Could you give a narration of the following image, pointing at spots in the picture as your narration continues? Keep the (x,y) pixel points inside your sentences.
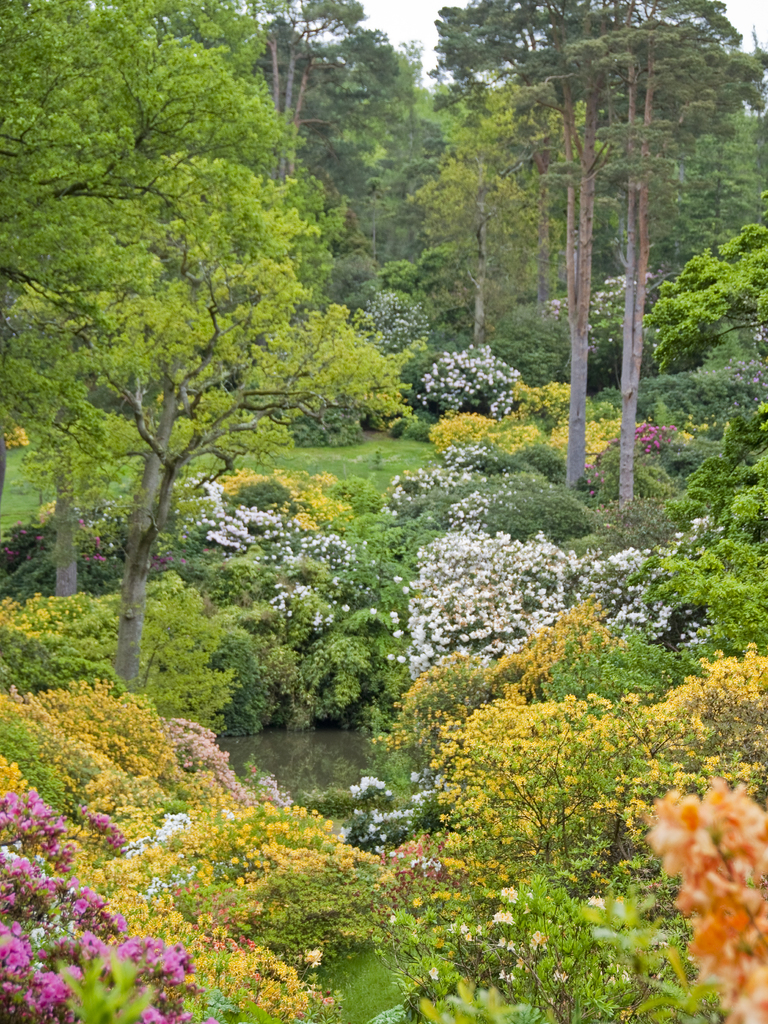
In this image we can see few plants (402,661), trees (388,224), water (335,739) between the plants (413,720) and the sky (445,3) in the background (421,26).
